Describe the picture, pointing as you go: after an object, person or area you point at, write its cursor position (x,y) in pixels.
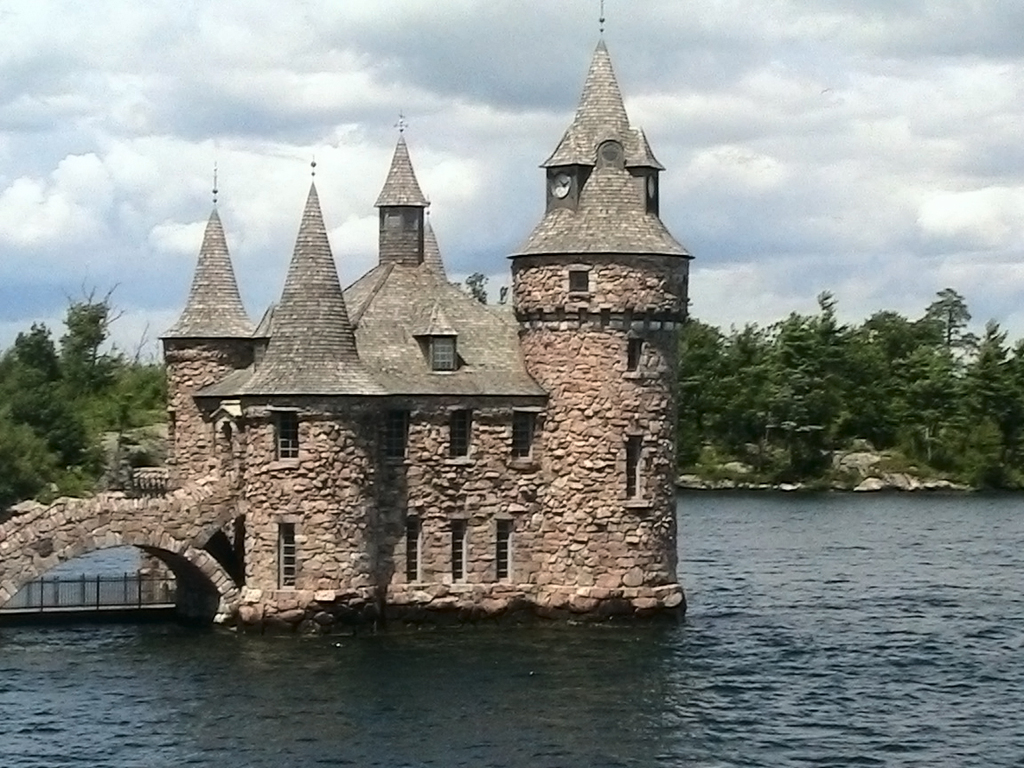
In this picture there is a building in the foreground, there are trees (12,372) in the back ground (858,374), the sky (953,278) is at the top (718,11) and the water (909,515) is at the bottom (997,617).
